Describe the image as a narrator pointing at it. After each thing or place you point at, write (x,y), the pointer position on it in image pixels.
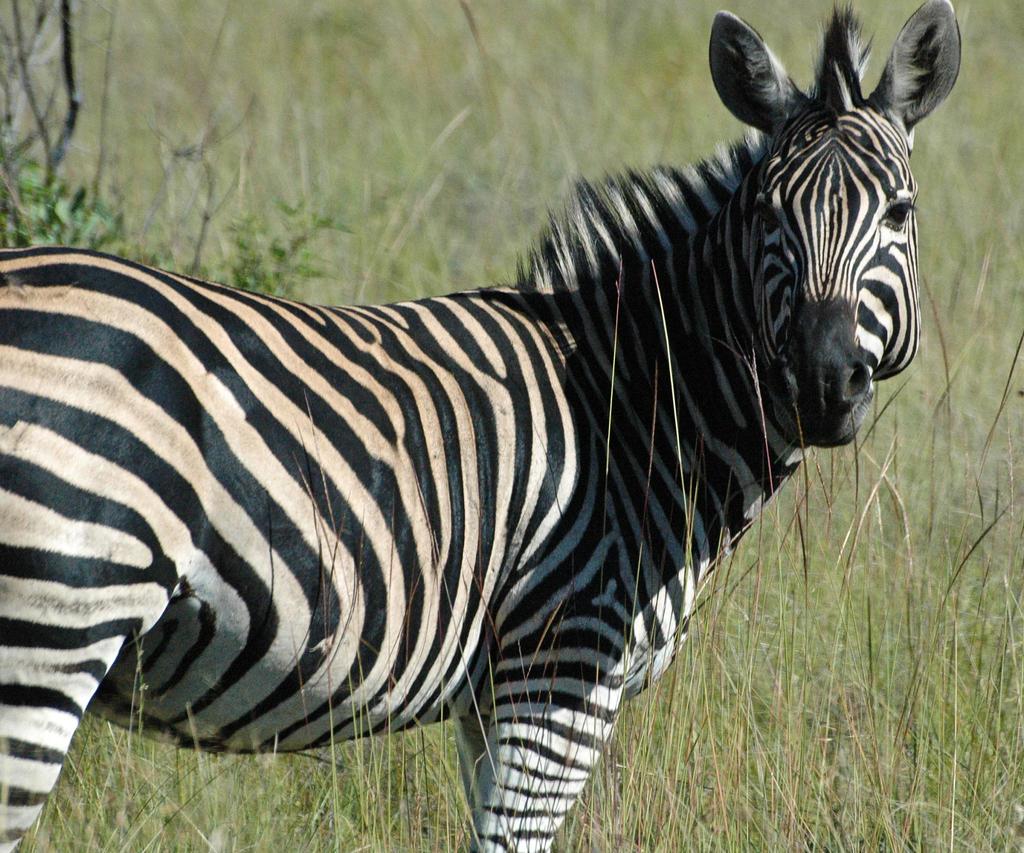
In this image we can see a zebra (313,400) standing on the surface of the grass (811,647).
